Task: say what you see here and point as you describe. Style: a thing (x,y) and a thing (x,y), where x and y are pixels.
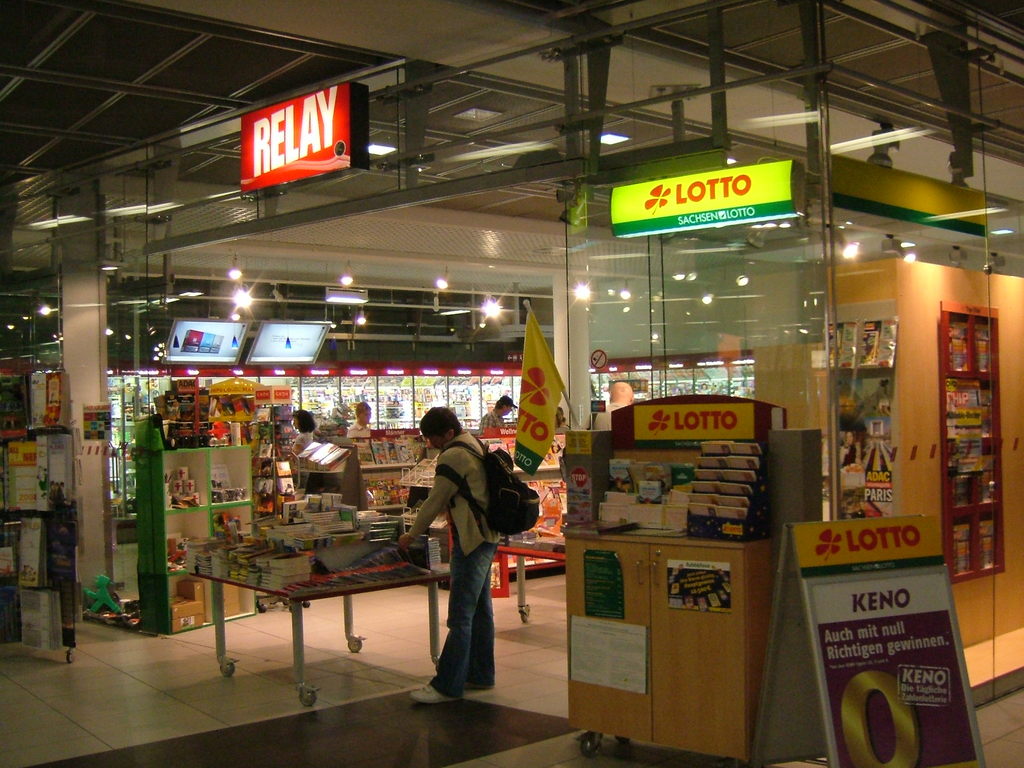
In the image we can see a store (553,369) and a table (286,596) on the table (300,589) there are many other things (313,558) kept. There are even people (455,470) standing, wearing clothes (428,521) and this person (445,451) is wearing shoes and carrying a bag (499,475) on his back (470,463). Here we can see a floor (184,688), led board (291,157), lights (349,280) and a poster (877,665).
